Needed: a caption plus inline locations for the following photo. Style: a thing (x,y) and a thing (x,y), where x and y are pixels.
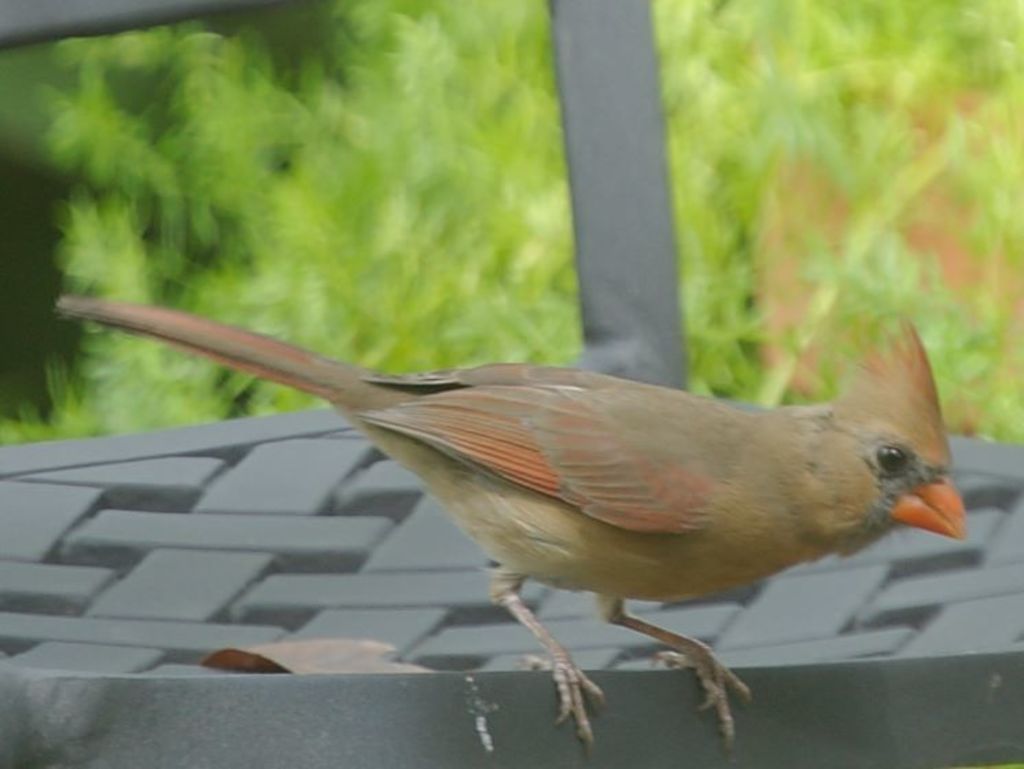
In the image we can see a bird (533,425) on the surface (63,564). The background of the image (132,138) is blurred. We can see leaves (310,139) and plants (458,215).
